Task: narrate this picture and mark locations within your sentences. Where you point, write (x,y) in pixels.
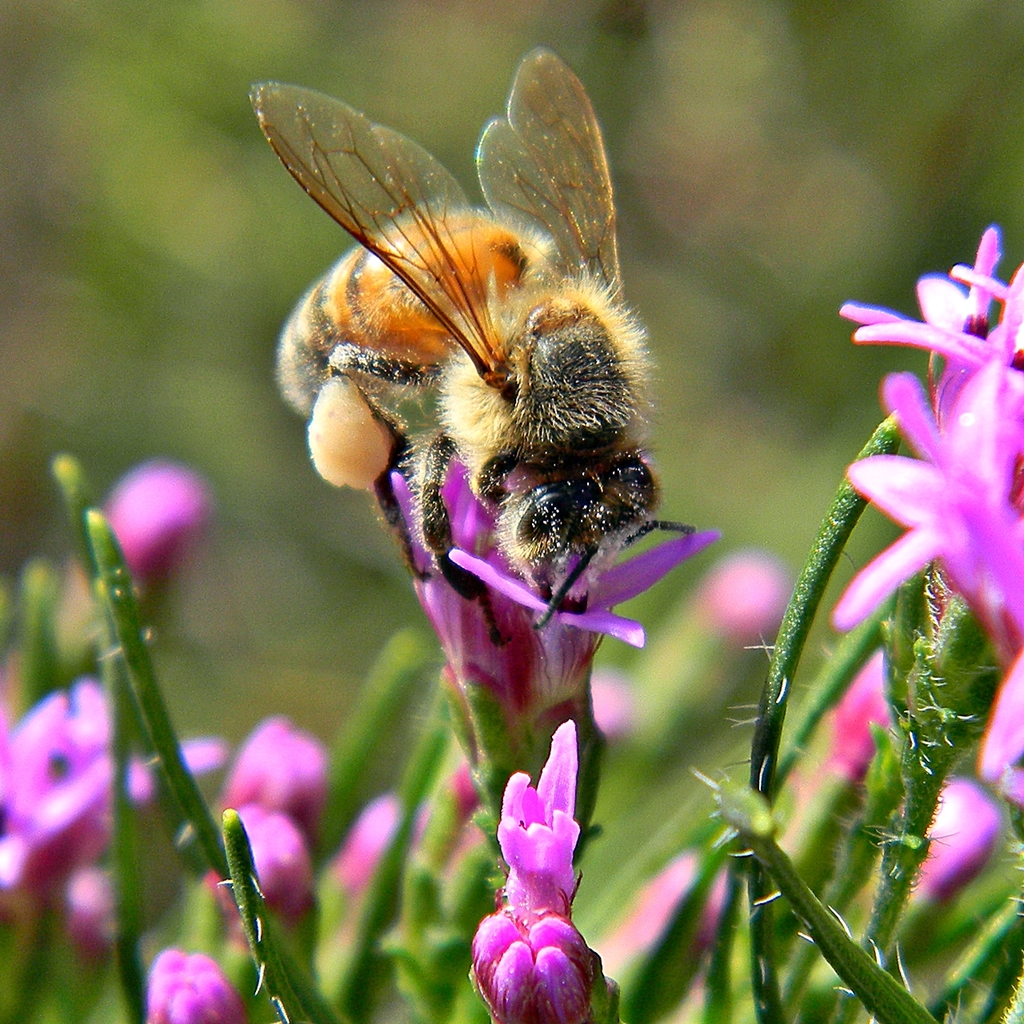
In this image, I can see flowering plants (539,859) and an insect (543,384) on a flower (549,637). This image taken, maybe in a garden (576,660).
